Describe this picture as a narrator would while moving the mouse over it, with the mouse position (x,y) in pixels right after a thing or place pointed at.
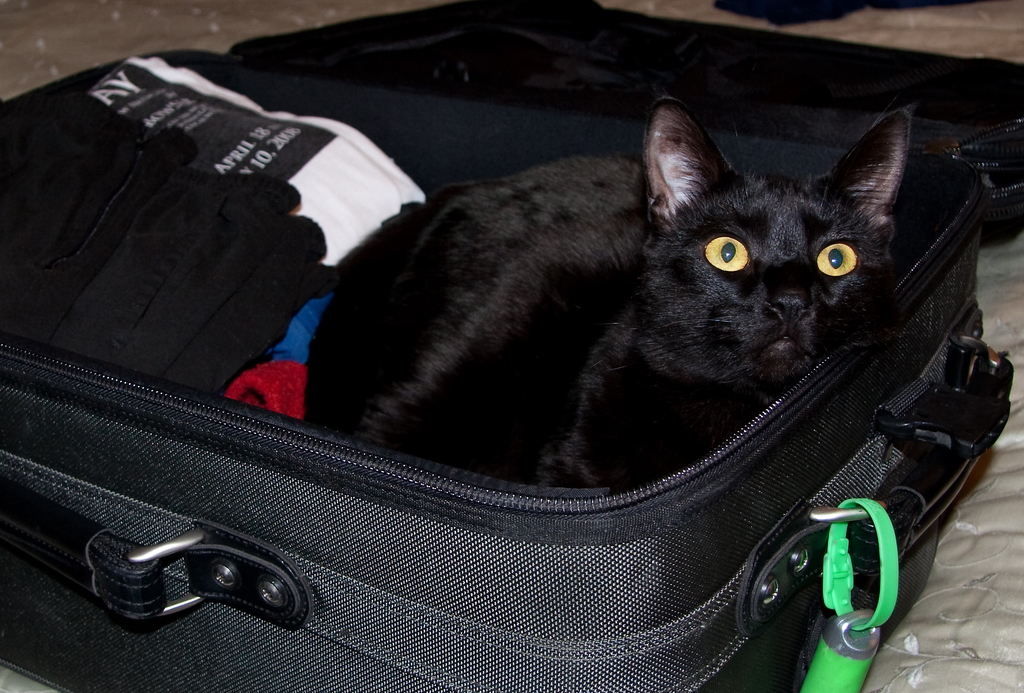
In this image there is one suitcase (501,81) in that suitcase (186,427) one black cat (569,373) is there and on the left side of the suitcase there are some clothes (151,282).
